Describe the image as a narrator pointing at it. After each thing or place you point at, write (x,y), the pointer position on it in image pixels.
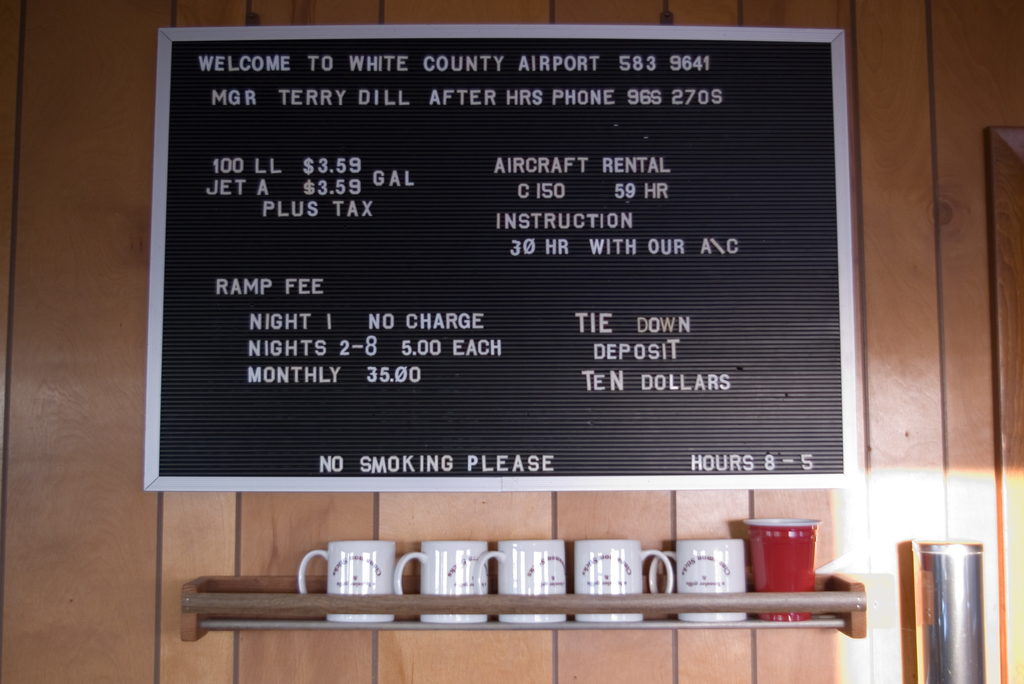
In this image I can see at the bottom (693,549) there are cups (728,542), in the middle (441,254) it looks like a board (530,261) with text (537,242).
